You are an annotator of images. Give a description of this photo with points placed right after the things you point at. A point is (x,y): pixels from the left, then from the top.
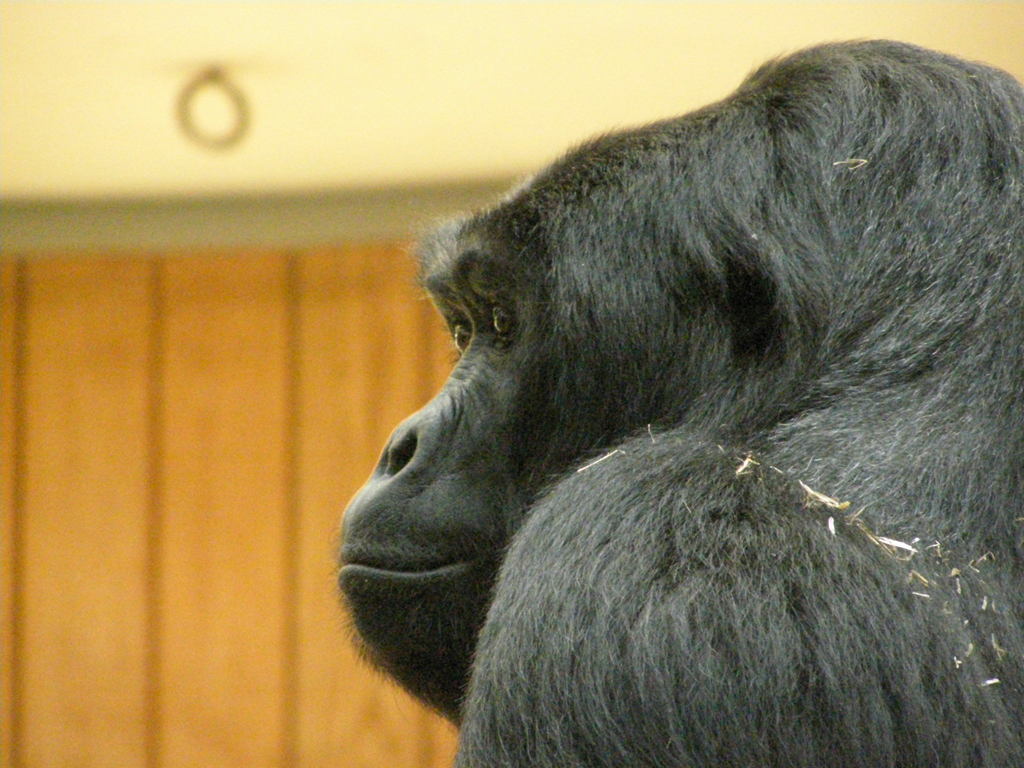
On the right side of the image (690,459), there is a gorilla (693,425) and in the background (401,118), there is a wall (396,136).
